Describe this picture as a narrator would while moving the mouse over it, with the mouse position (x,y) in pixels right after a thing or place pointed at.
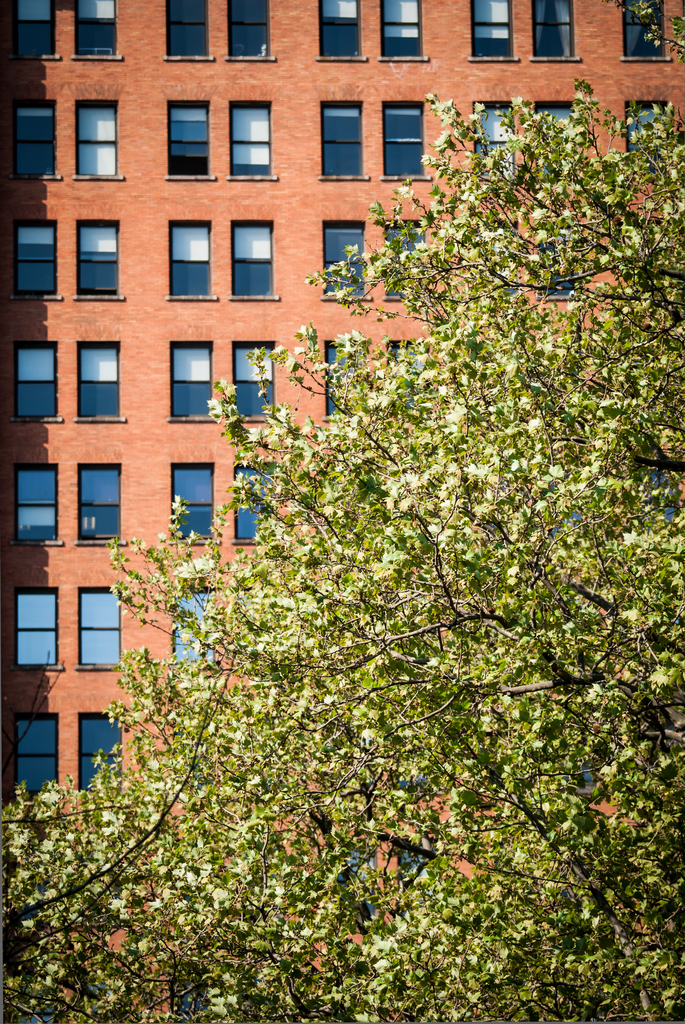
In this picture we can see a close view of the tree (427,896) in the front (427,896). Behind we can see brown building (154,311) with glass windows (35,598).
